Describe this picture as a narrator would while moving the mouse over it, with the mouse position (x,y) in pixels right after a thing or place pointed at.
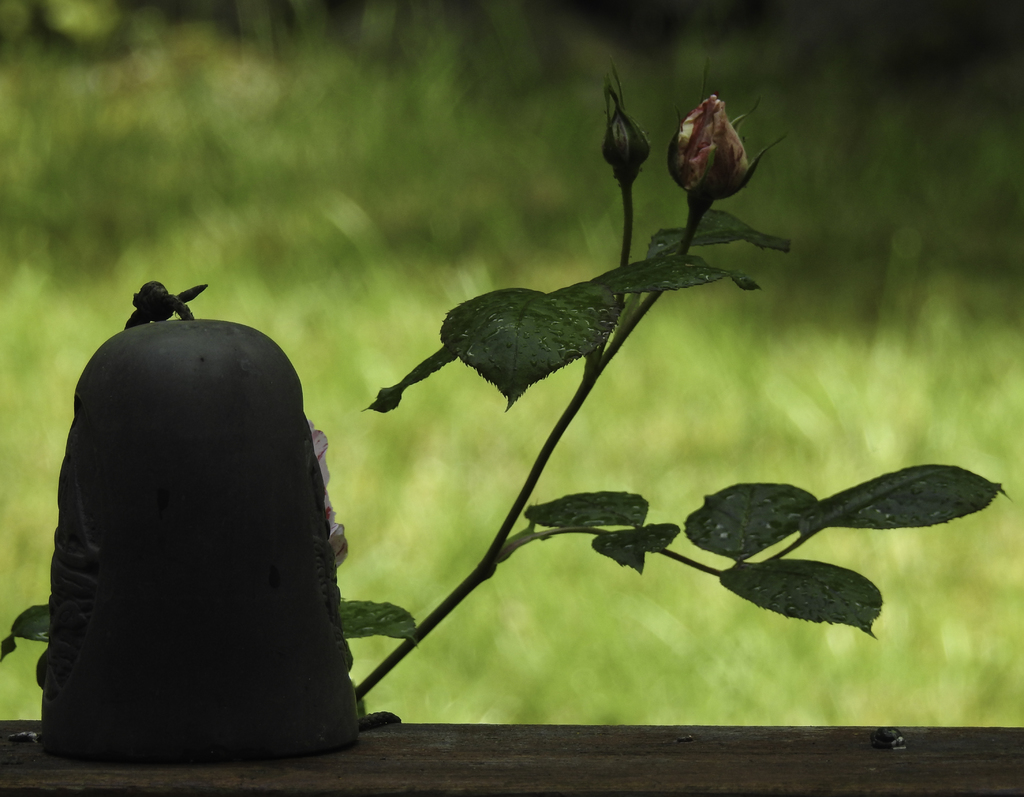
In the middle (478,326) it is a rose plant (752,513), there are buds (698,165).
